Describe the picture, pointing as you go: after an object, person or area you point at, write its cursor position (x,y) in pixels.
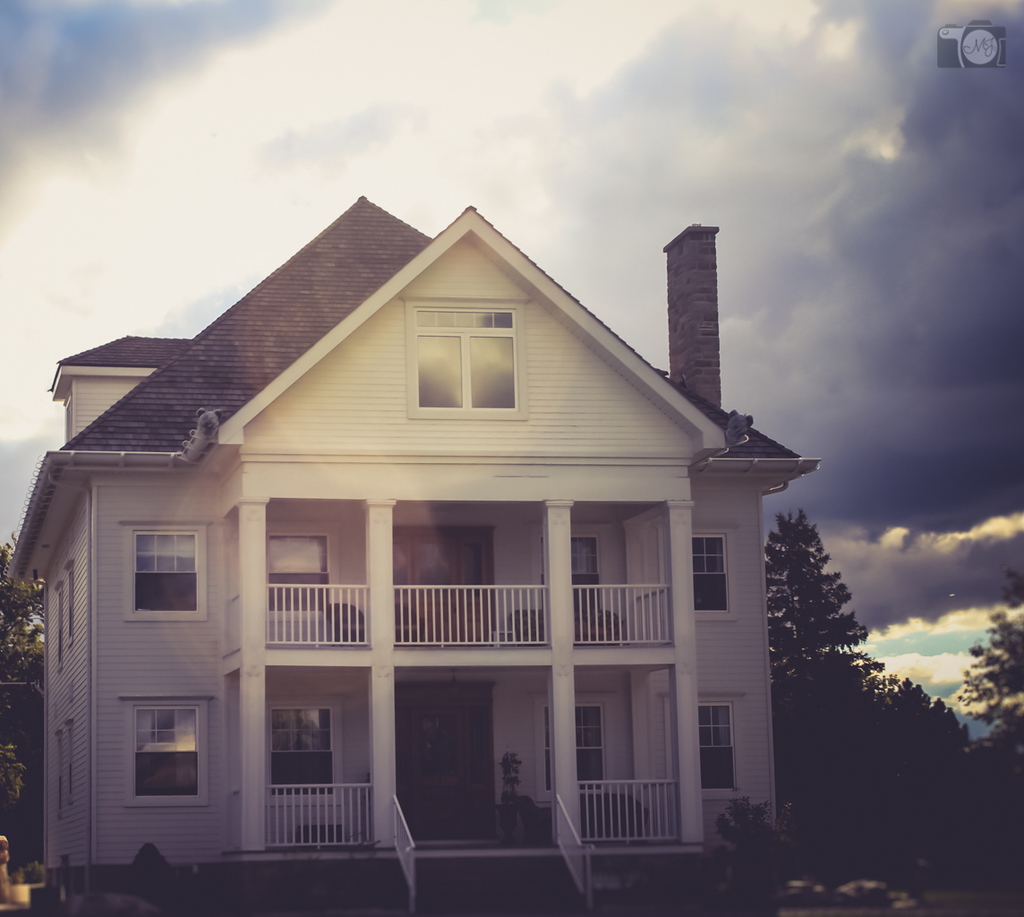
In this picture I can see a building (330,714) and few trees (892,688) and a cloudy sky (890,454) and I can see a logo (987,37) at the top right corner of the picture (973,36) and I can see plants (748,885).
